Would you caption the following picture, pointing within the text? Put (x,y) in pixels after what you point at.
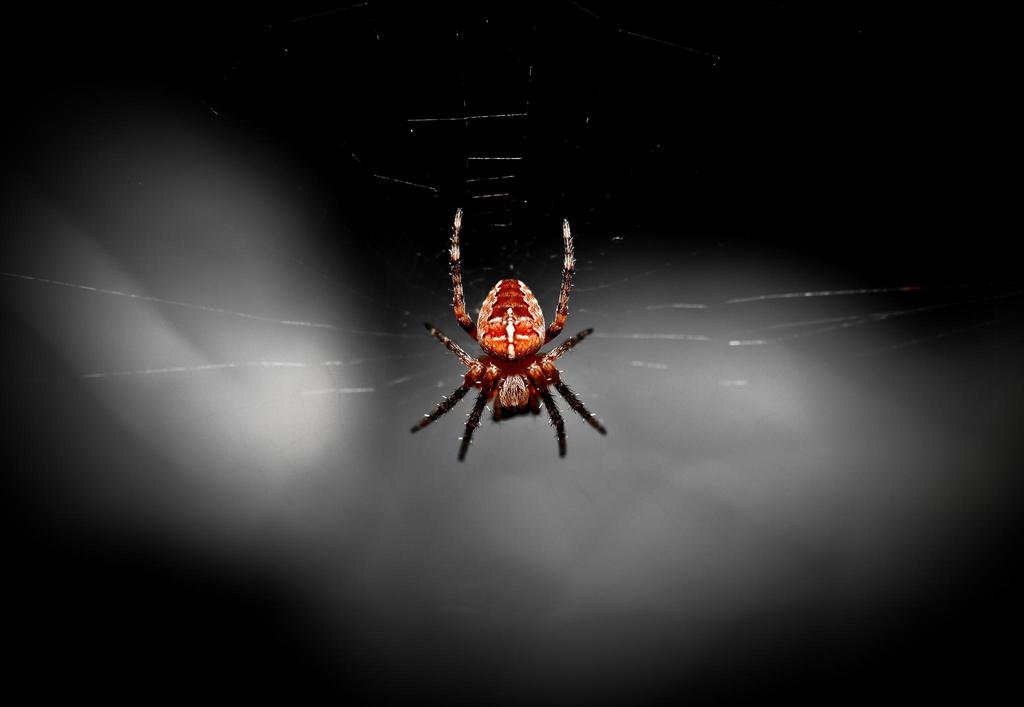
In the center of the image (519,385) we can see a spider (519,359).
